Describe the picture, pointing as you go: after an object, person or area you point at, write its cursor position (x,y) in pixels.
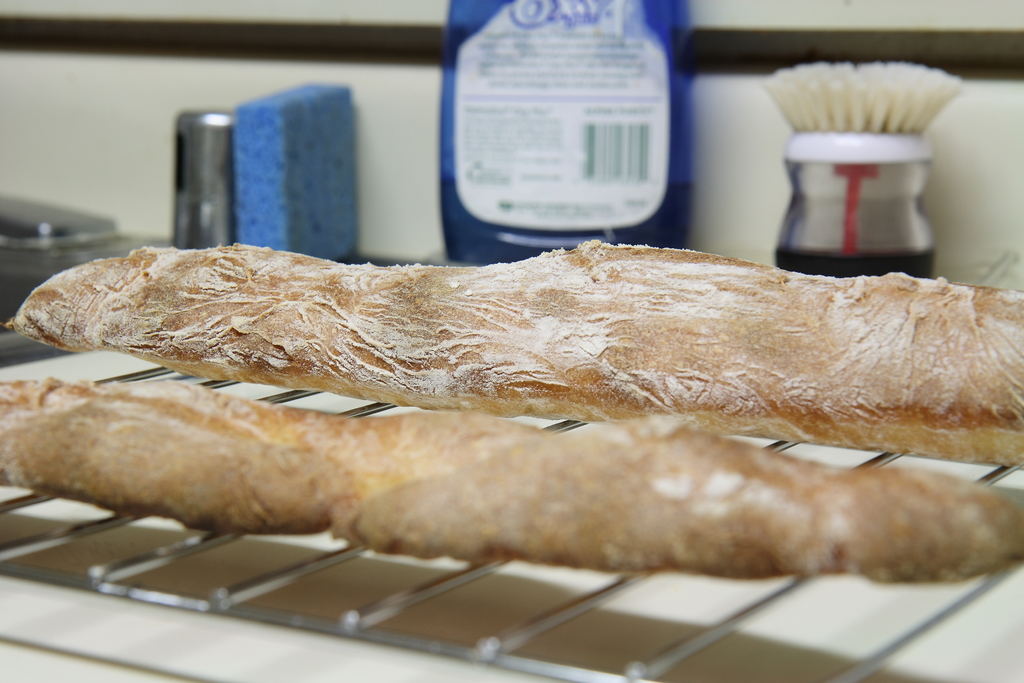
In this image I can see two bread pieces (292,263) kept on stand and I can see a bottle (655,213) and brush (893,247) visible at the top (545,176).
